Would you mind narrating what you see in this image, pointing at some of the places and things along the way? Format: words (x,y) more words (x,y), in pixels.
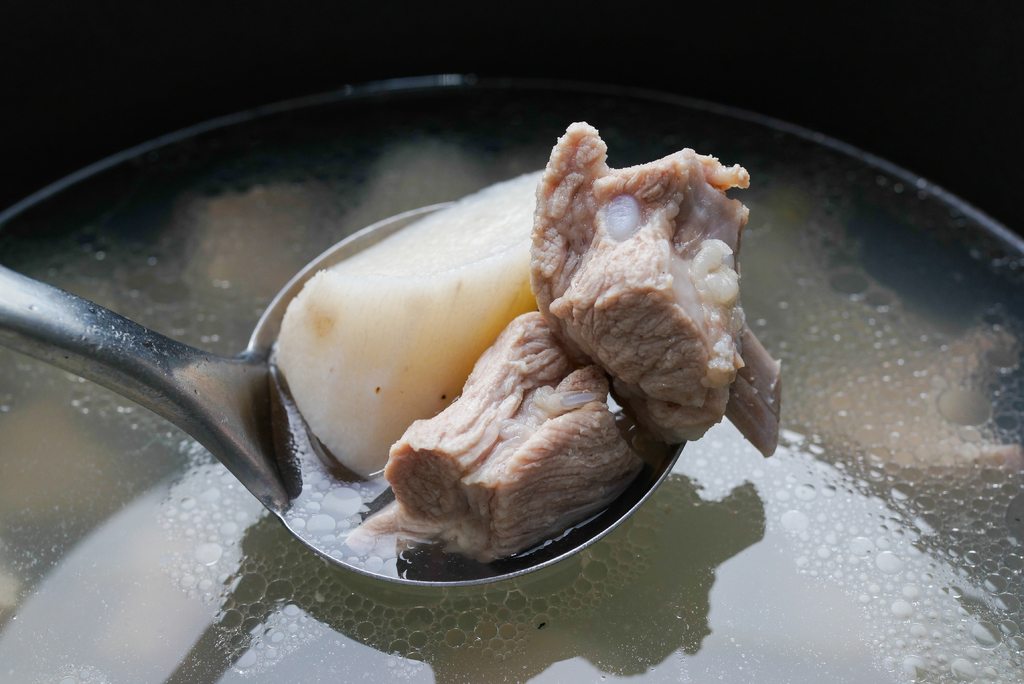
In this picture we can see a spoon (200,401), meat (544,378), liquid (518,644) and in the background (181,56) it is dark.
